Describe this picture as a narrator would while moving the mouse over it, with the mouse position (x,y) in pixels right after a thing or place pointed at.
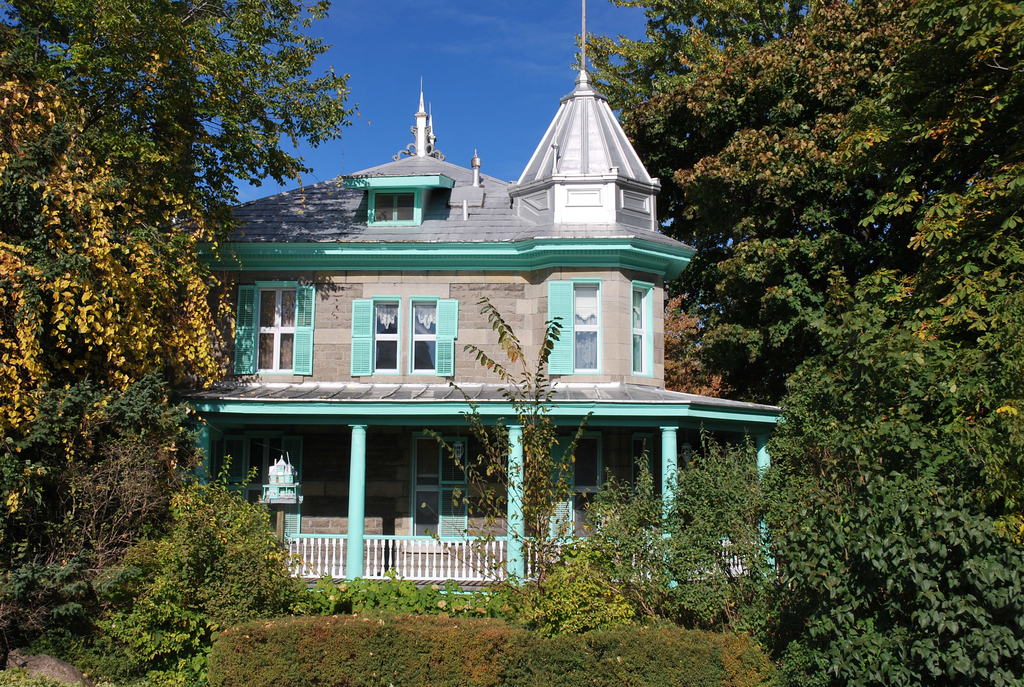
In this picture we can see trees (803,557), plants (216,617), building (454,479), railing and pillars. In the background of the image (541,3) we can see the sky (479,103) in blue color.
